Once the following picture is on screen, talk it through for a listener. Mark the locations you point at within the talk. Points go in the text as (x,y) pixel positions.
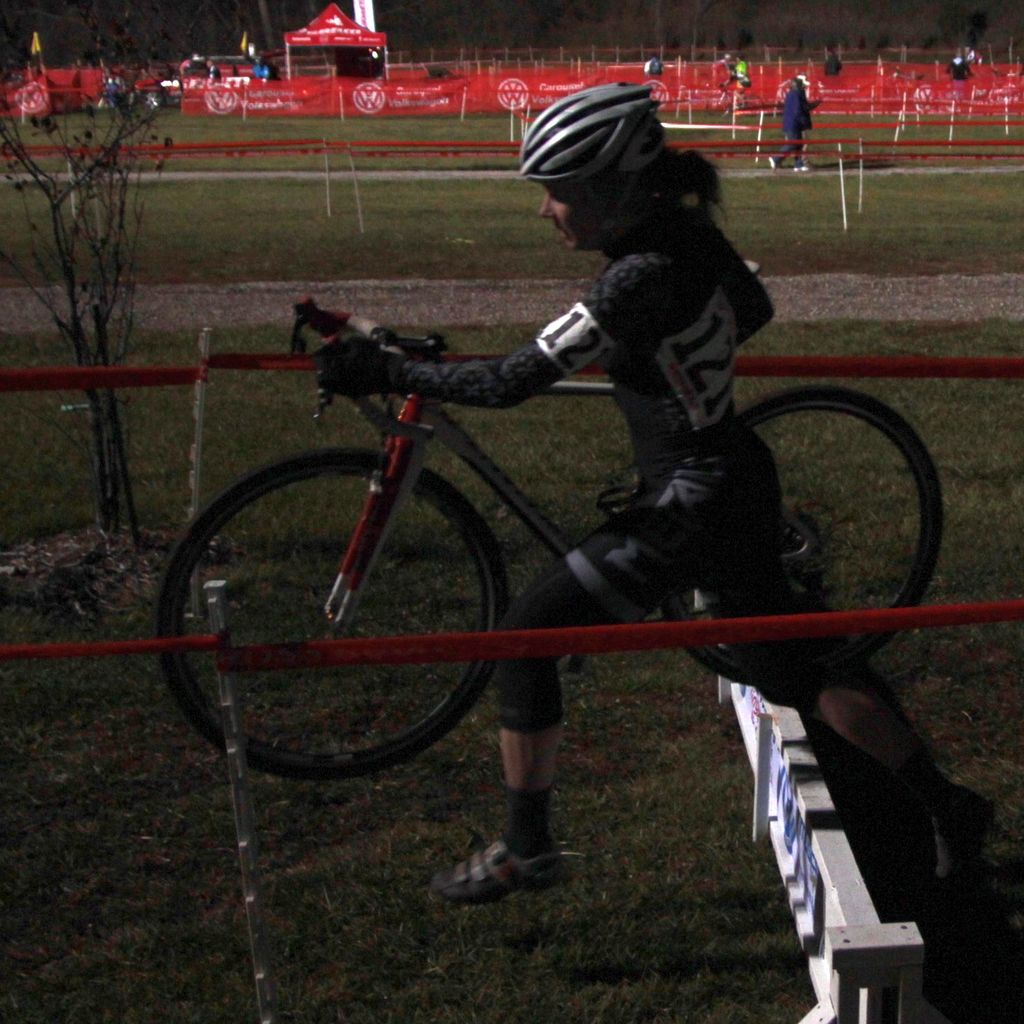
This image consists of a woman (623,305) wearing a black dress (647,492) and a helmet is holding a cycle (363,576) and walking. At the bottom (293,888), there is green grass (152,948). Beside her there is a fencing (182,382) with a red cloth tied to the sticks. In the background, there are many people (789,164) along with tents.
